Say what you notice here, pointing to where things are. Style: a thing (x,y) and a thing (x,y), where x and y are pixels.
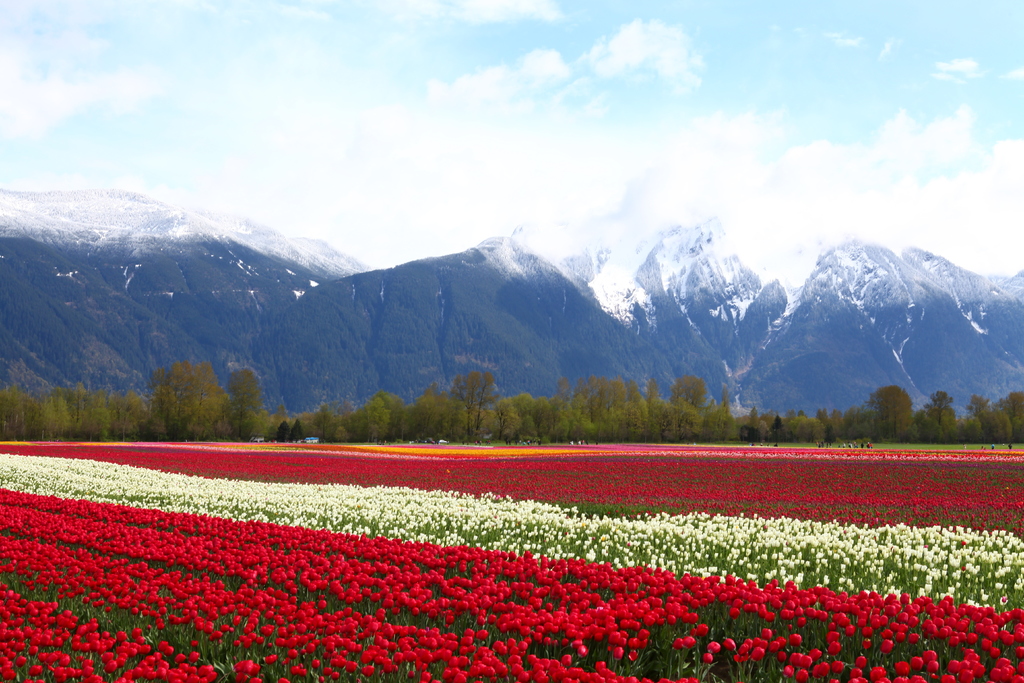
In this picture we can see plants (308,496) with flowers (492,469). In the background (332,395) we can see trees (890,397), mountains (790,395) and the sky (511,226) with clouds (477,111).
